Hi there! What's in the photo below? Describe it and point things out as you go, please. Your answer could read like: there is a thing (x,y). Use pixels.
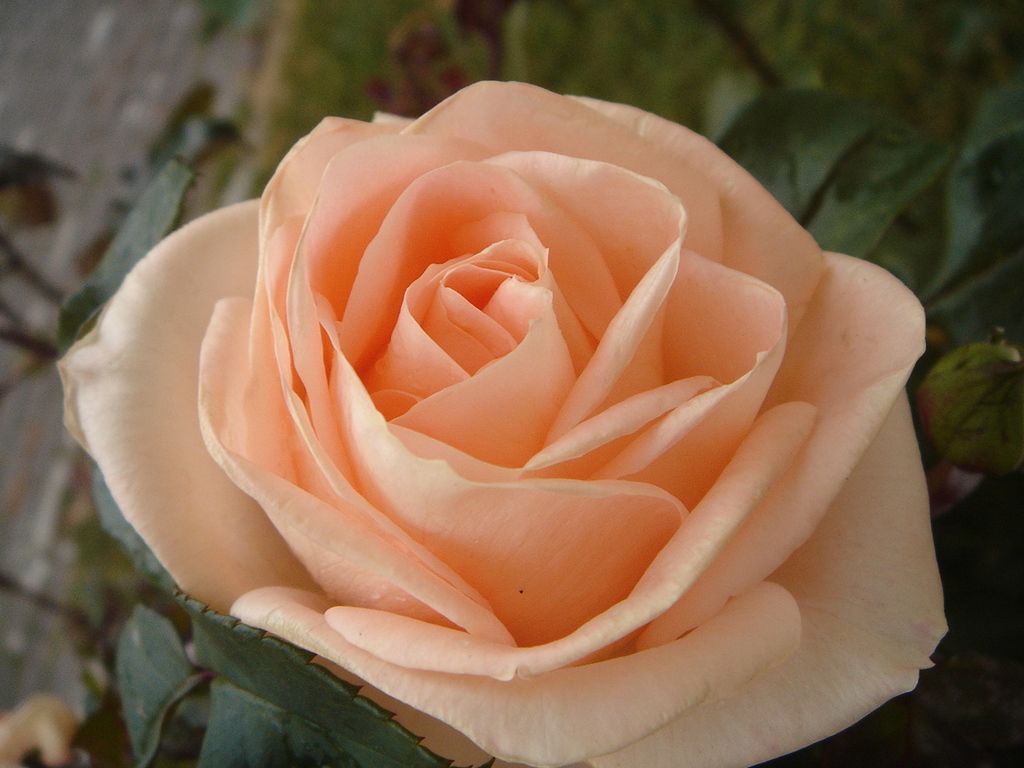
In this image, we can see a rose (740,372) which is light orange in color.
